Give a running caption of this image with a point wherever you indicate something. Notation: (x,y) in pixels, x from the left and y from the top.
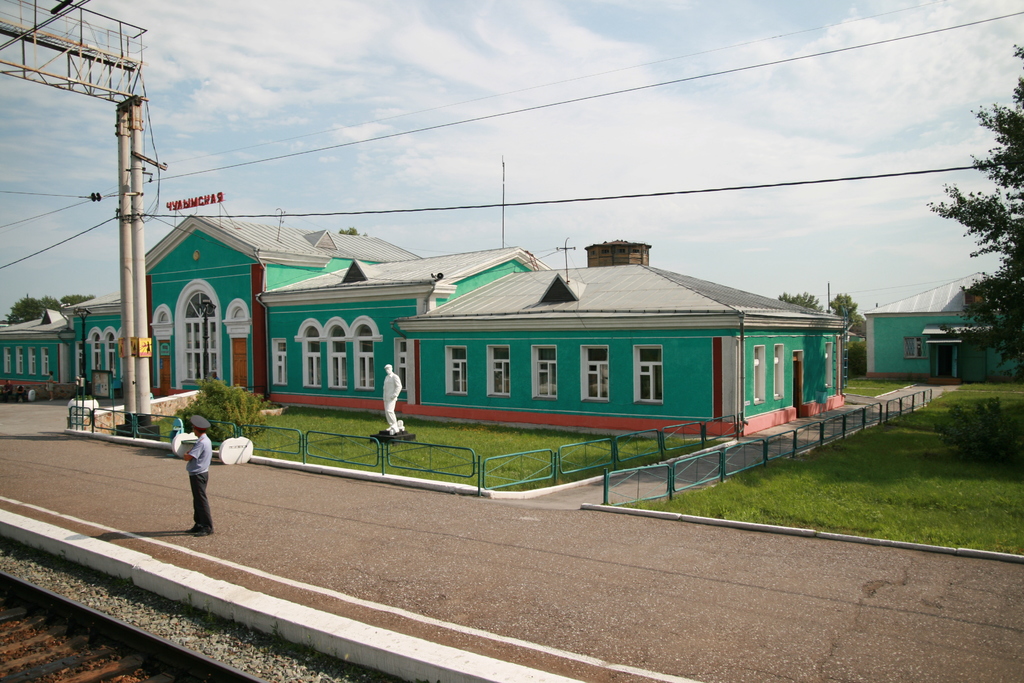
In this picture I can see there is a platform (184,520) and a person (203,440) standing on the platform (156,463). There is a railway track (51,641) and there is a building (328,376), with windows (399,355) and there is an arch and there is a tree (1006,349) at right side (1017,337) and the sky (447,91) is cloudy.
